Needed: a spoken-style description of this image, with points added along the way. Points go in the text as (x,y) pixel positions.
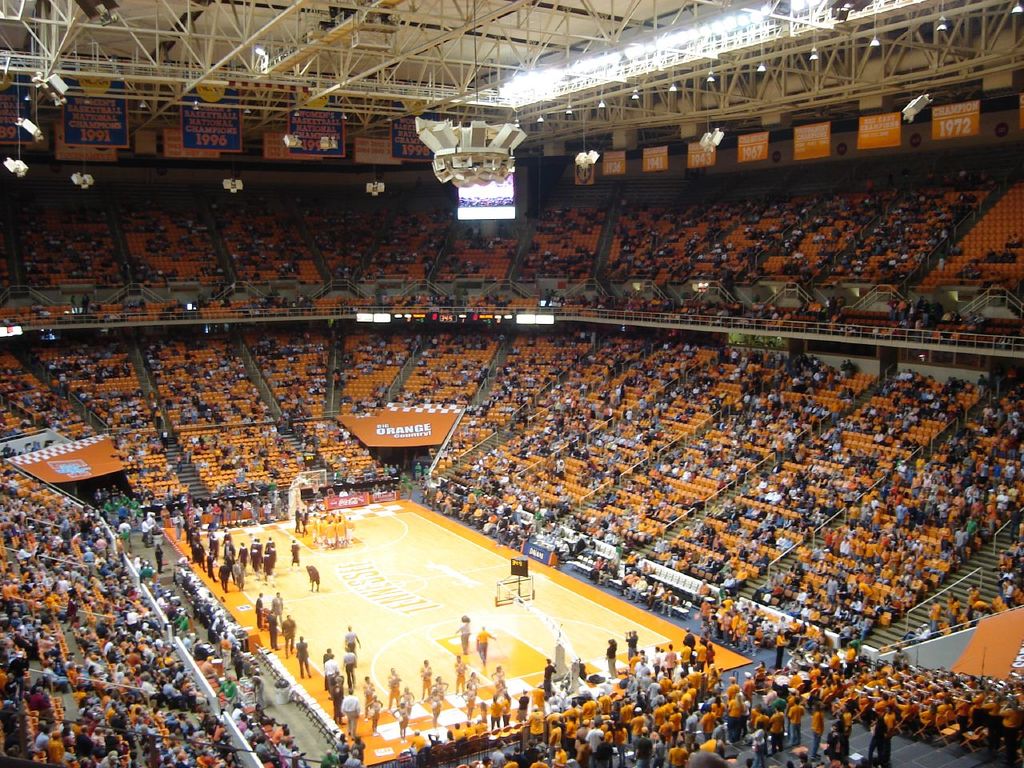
This picture looks like a indoor stadium (467,252) and I can see few people (404,722) standing in the court (387,597) and I can see audience (106,373) and a screen (498,205) displaying and few lights (10,161) and I can see a board (372,437) with some text (411,429).
